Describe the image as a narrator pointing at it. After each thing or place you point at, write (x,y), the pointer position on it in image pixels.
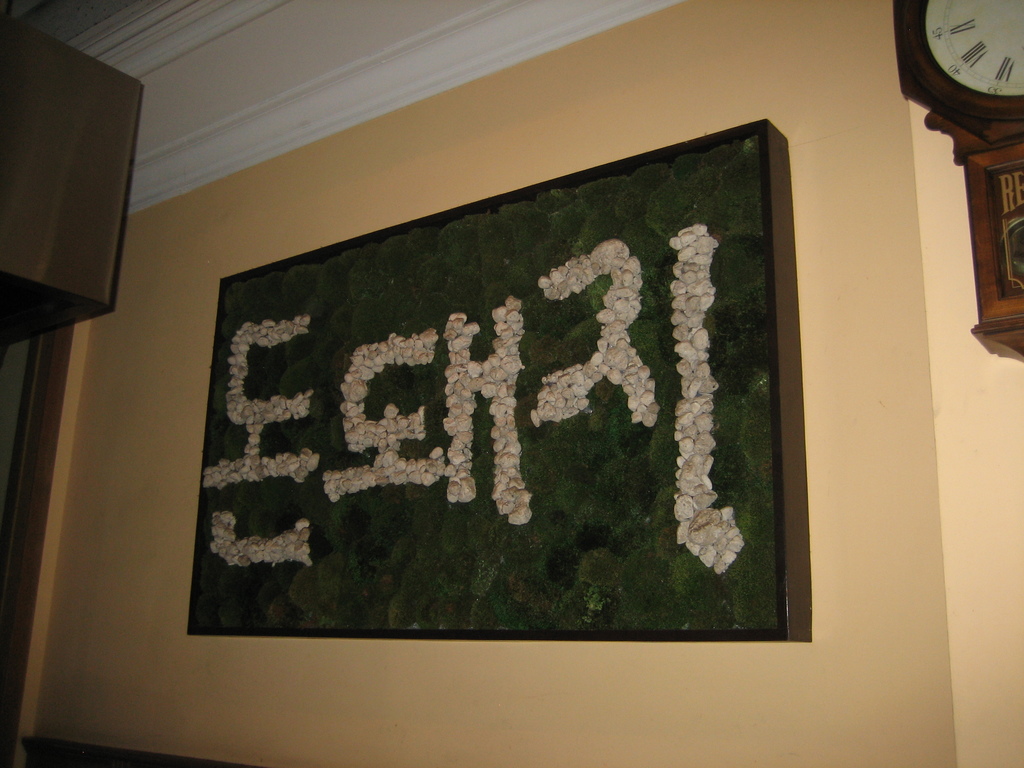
In this image there is a wall (763,84) to that wall (167,564) there is board (757,448), on that there is some text (461,500), in the top right (973,45) there is clock (993,157).
